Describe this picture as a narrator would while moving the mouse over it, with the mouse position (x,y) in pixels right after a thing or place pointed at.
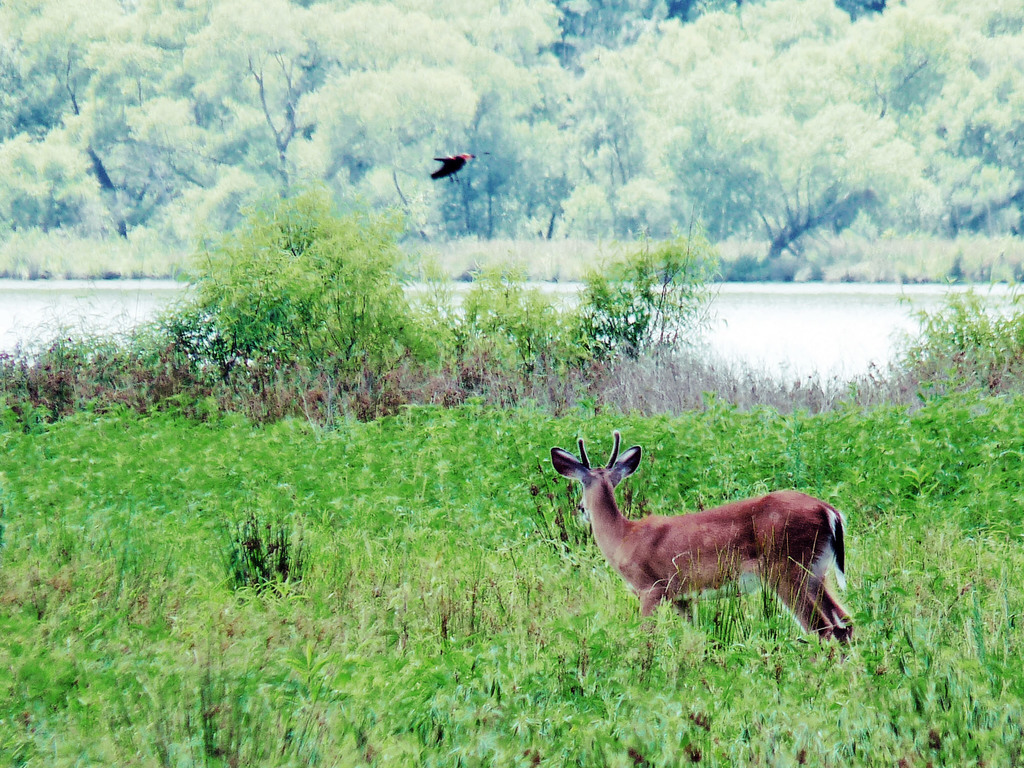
In this image there is a deer (702,549) on the surface (463,577) of the grass (512,640) and there is a bird (445,161) flying in the air (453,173). In the middle of the image (654,317) there is a river (782,320). In the background (661,224) there are trees (24,100).
